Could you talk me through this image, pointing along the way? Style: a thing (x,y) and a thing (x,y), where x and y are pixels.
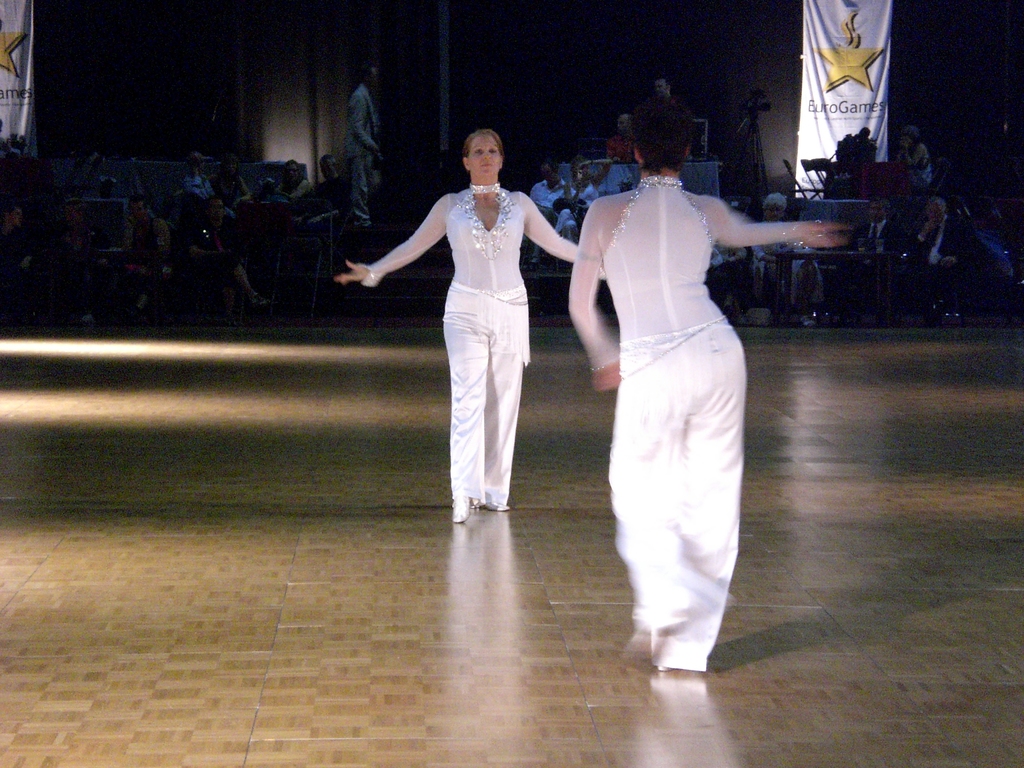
In this image I can see two persons (481,237) are standing and I can see both of them are wearing white colour dress (685,345). In the background (11,86) I can see few more people (632,166), few white colour banners (843,40) and on these banners (6,109) I can see something is written.
